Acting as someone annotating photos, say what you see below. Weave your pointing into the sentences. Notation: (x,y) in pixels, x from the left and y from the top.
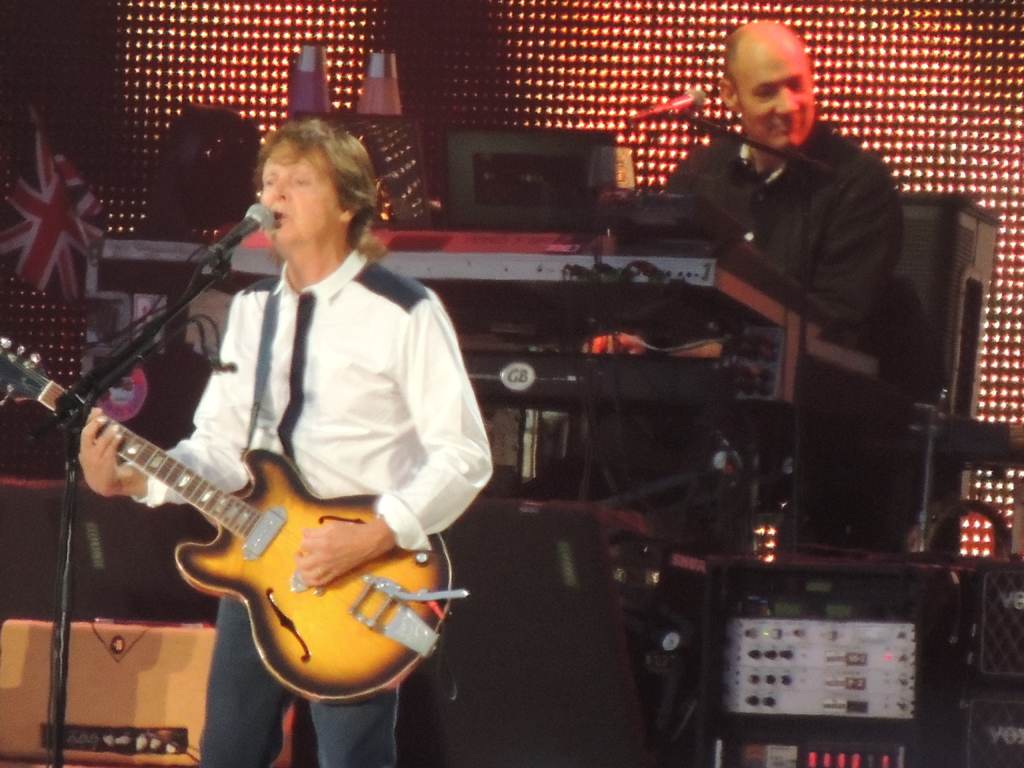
In this picture we can see a man (382,309) standing in front of a mike (222,261) singing and playing guitar (280,574). Behind to this man (314,583) we can see a person (869,236) sitting on a chair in front of a mike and he is operating some devices (691,250).
